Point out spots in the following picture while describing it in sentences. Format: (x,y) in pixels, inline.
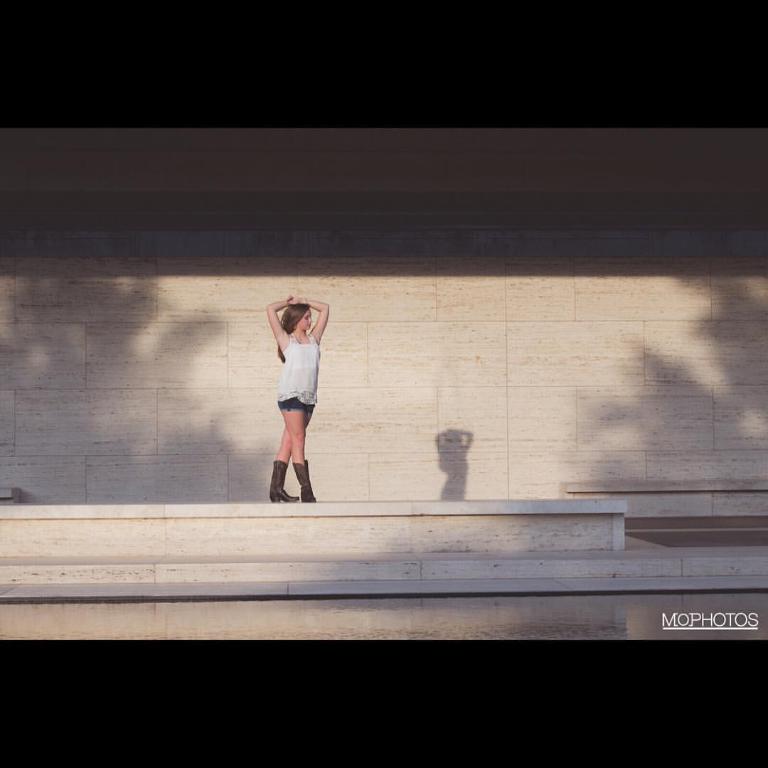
In the picture we can see a path (366,582) to it, we can see a woman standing and giving a pose and she is in white top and behind her we can see a wall (387,440) which is cream in color.
